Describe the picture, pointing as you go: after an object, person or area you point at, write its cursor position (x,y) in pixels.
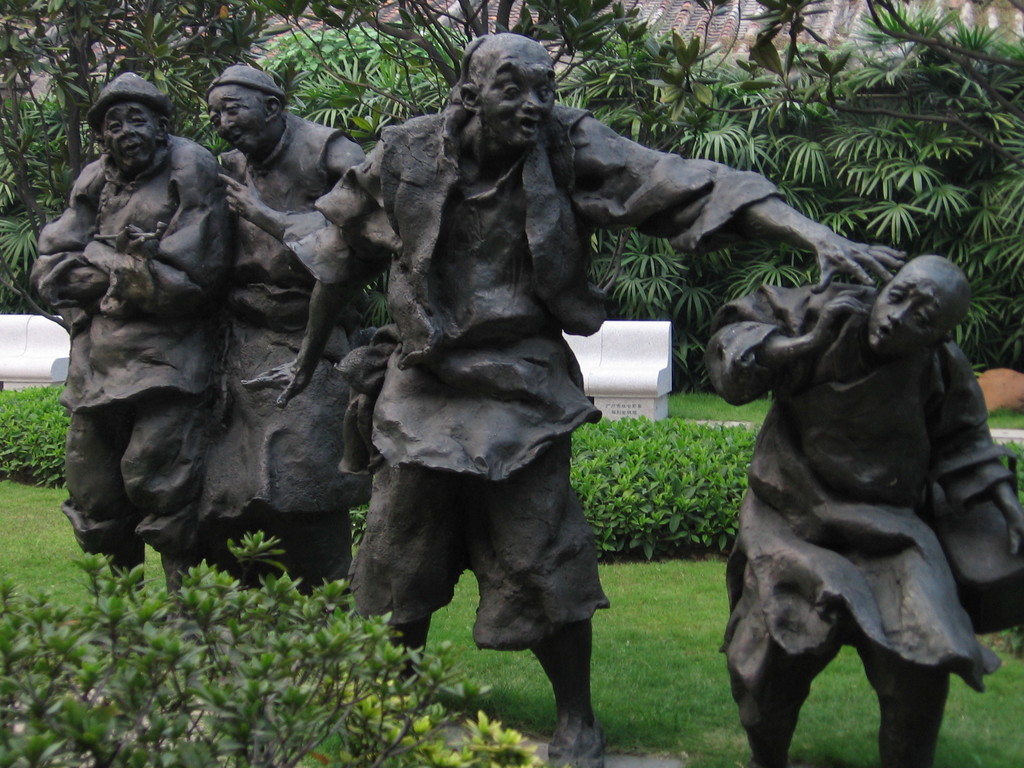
In this image there are a few statues (816,500), plants (584,479), grass (708,627), a few benches (603,343), trees (60,51), behind the trees (524,19) there are houses (843,2).
